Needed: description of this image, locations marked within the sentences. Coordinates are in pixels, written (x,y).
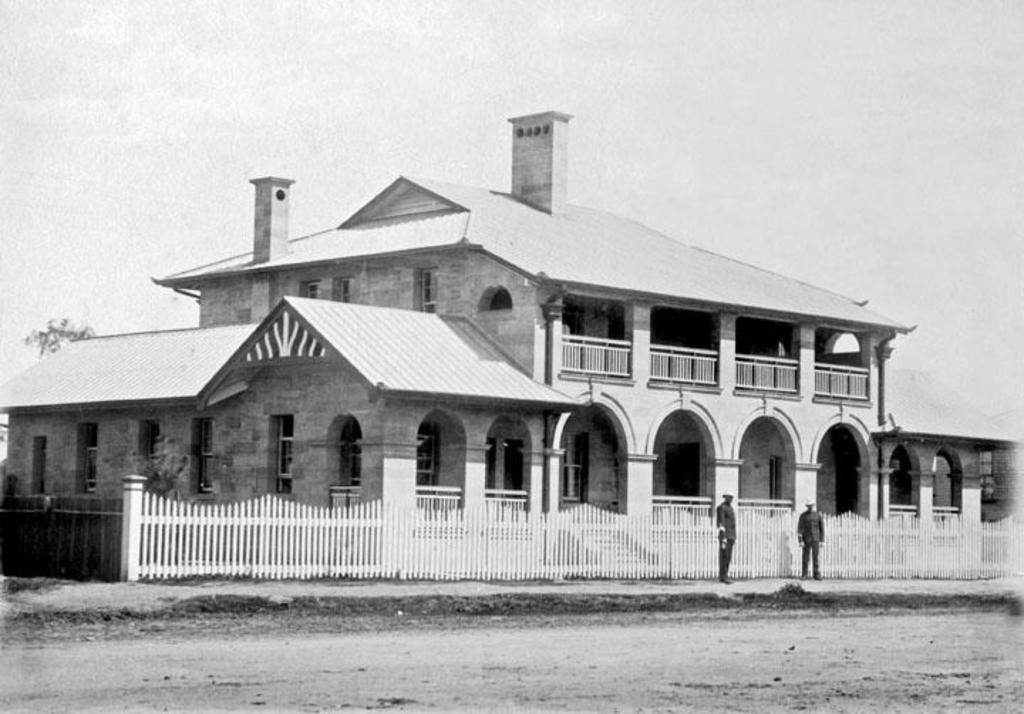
In this picture we can see two people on the path (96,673). There is some fencing (401,516) from left to right. We can see a house (602,231). On this house (806,438) we can see a few arches (774,436) and windows (210,439). There is a plant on the left side (59,333).
